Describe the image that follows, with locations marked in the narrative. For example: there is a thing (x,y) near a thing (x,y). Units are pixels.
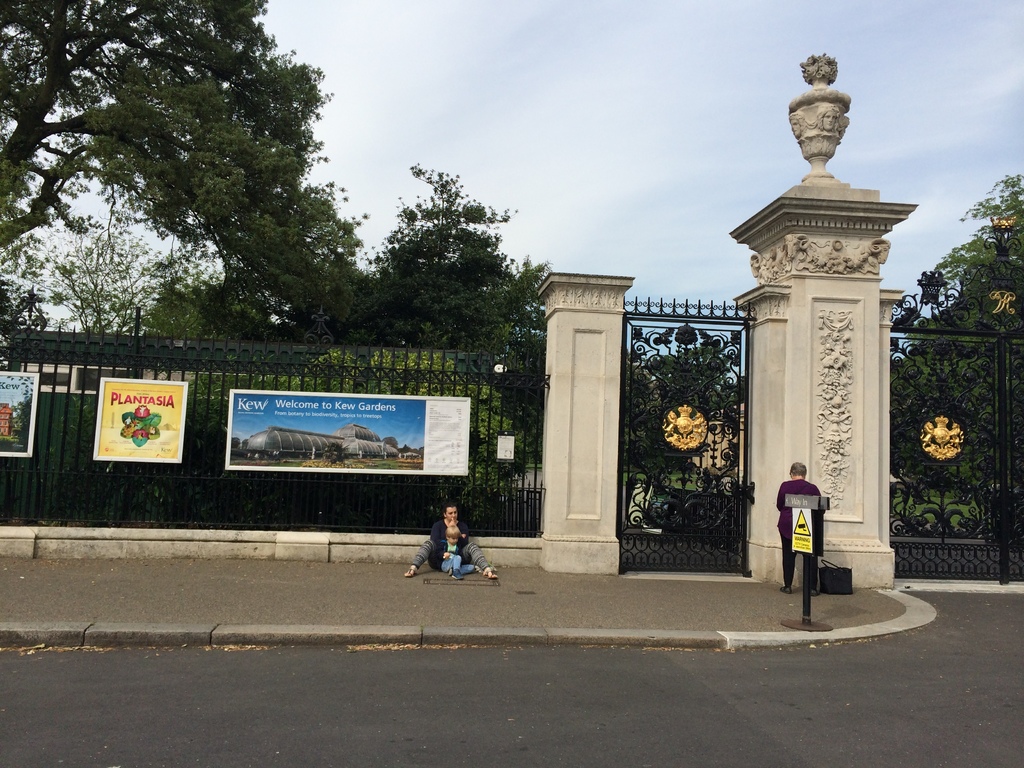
We can see board (804,534) on pole (808,565) and road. This person (791,558) standing, beside this person (787,574) we can see bag (824,582) and these two people (453,519) are sitting on the surface (791,600). We can see banner (238,416) and boards (122,428) on fence (484,453) and we can see gates (701,464), pillars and wall (407,559). In the background (502,192) we can see trees (6,89) and sky (637,70).
